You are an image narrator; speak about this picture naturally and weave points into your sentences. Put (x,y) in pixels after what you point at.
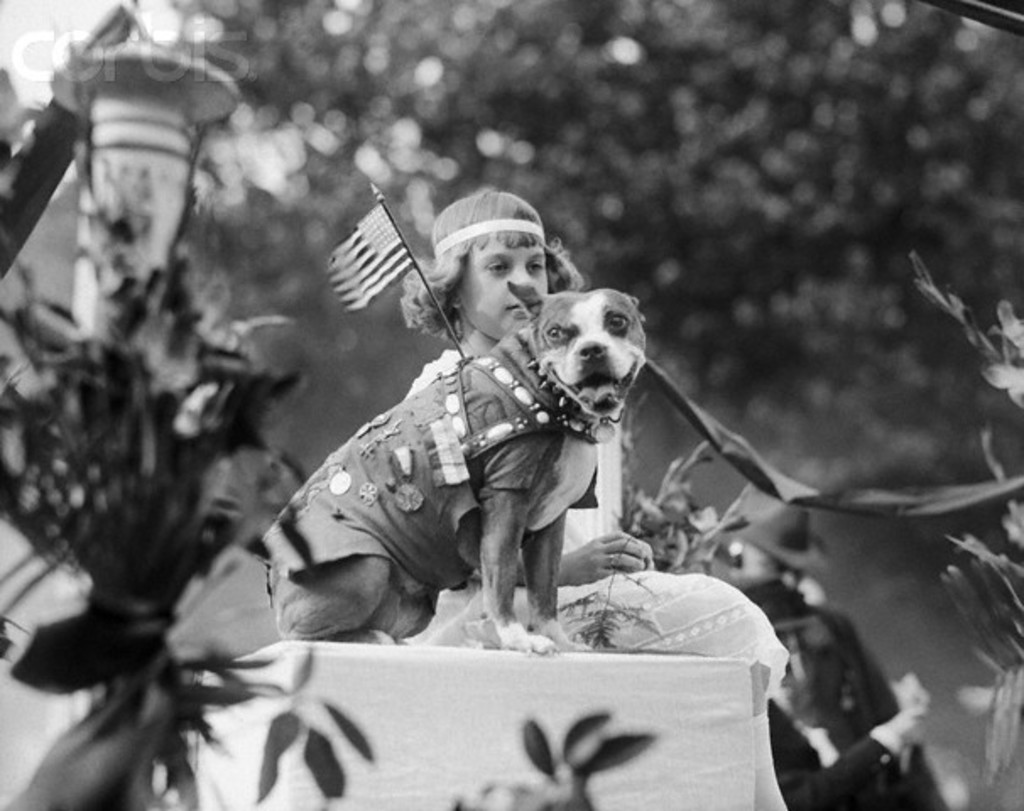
This is a black and white image where I can see a dog (422,513) wearing dress (472,407) and a person (649,626) are sitting on the surface (511,772). The surroundings of the image are blurred, where I can see plants (55,487), pillar (156,207) and trees (927,97) in the background (543,60). Here I can see the watermark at the top left side of the image (212,69).
